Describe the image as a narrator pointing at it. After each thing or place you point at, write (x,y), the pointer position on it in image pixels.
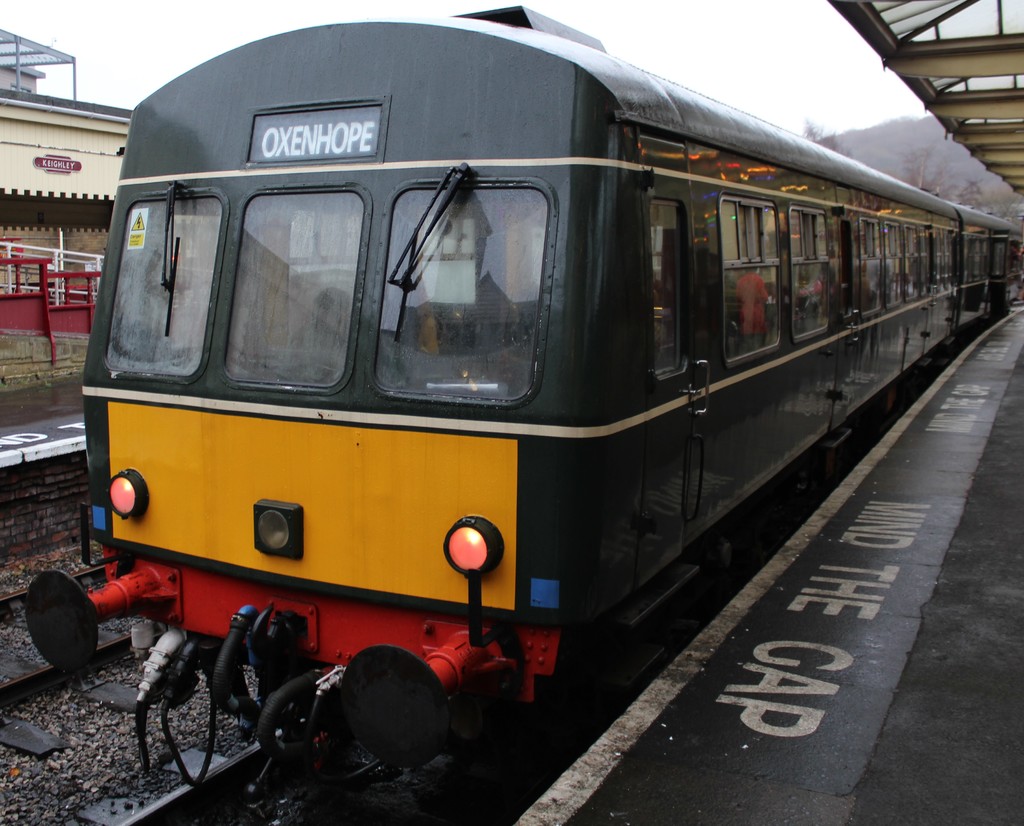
This image consists of a train (520,472) in yellow and black color. On the right (922,628), there is a platform (901,630). At the top right (950,50), we can see a shed (930,41). At the bottom (153,801), there are tracks (43,707). In the background (8,178), there is a building (53,151). At the top (144,26), there is sky (279,10).
